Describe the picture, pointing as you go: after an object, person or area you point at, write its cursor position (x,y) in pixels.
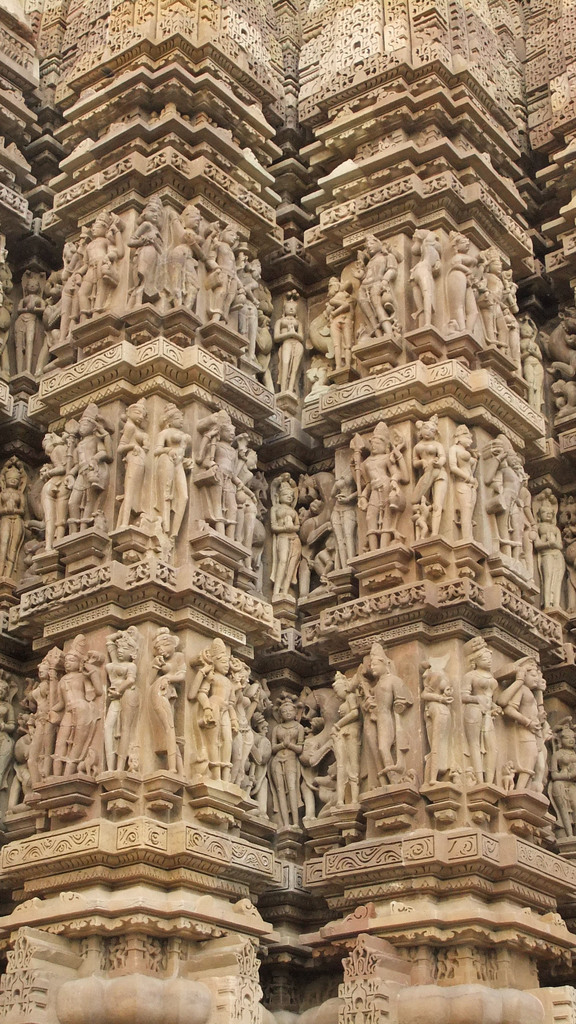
In this image we can see a group of sculptures (370,334) carved on a stone (388,810).
